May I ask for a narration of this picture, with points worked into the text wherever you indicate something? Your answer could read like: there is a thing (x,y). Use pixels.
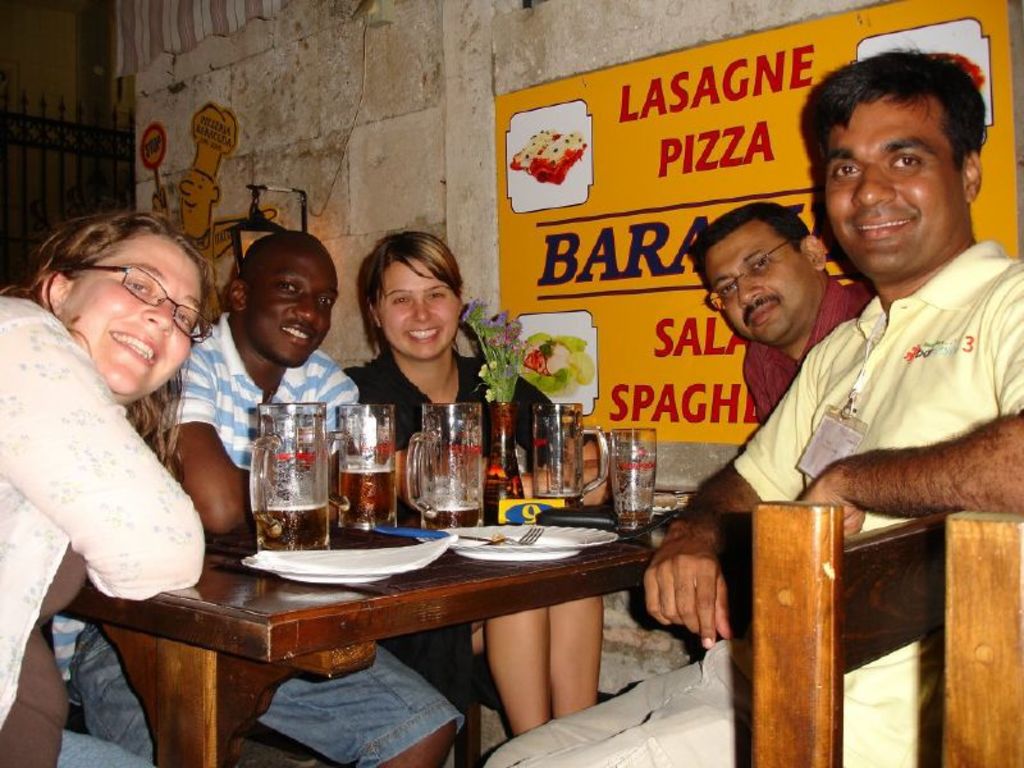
people (126,383) are sitting across the wooden table (307,607) on which there are plates (509,533), fork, glasses (415,464). behind them there is a wall (537,51) and a board (719,113) on which lasagne pizza is written.
